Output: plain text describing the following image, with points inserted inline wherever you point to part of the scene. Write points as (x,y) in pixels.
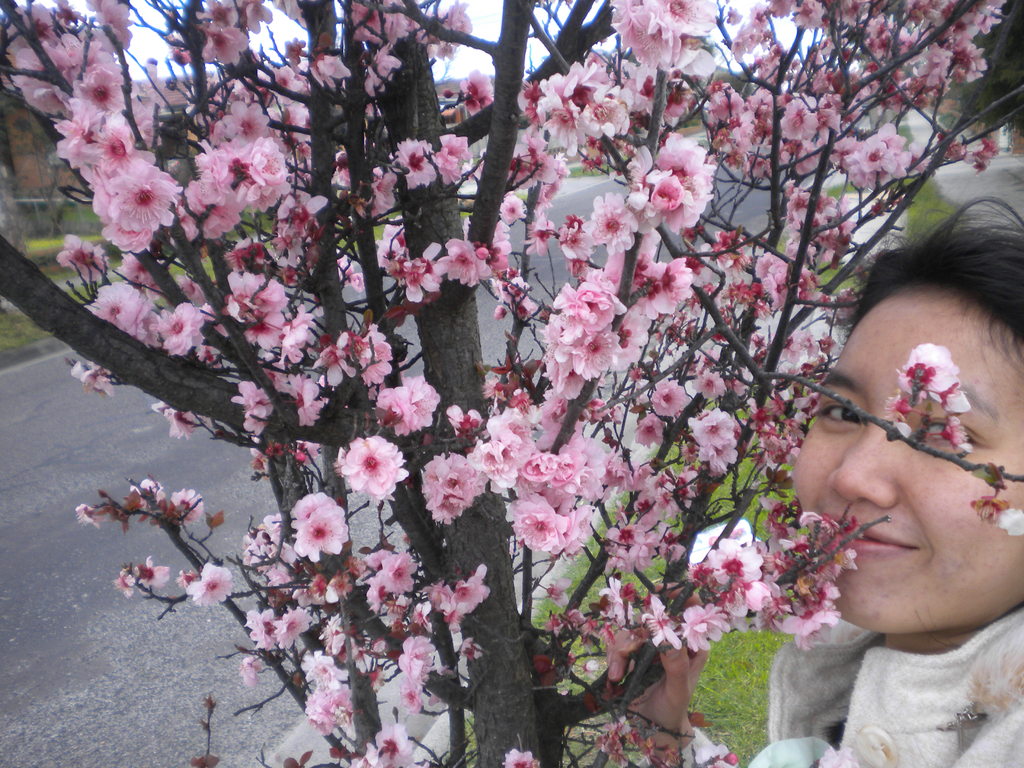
In this image there is the sky (474,67), there is road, there is the grass (733,675), there is a tree (521,382), there are flowers (584,320) on the tree (366,165), there is a person (915,471) truncated towards the right of the image (877,465).
